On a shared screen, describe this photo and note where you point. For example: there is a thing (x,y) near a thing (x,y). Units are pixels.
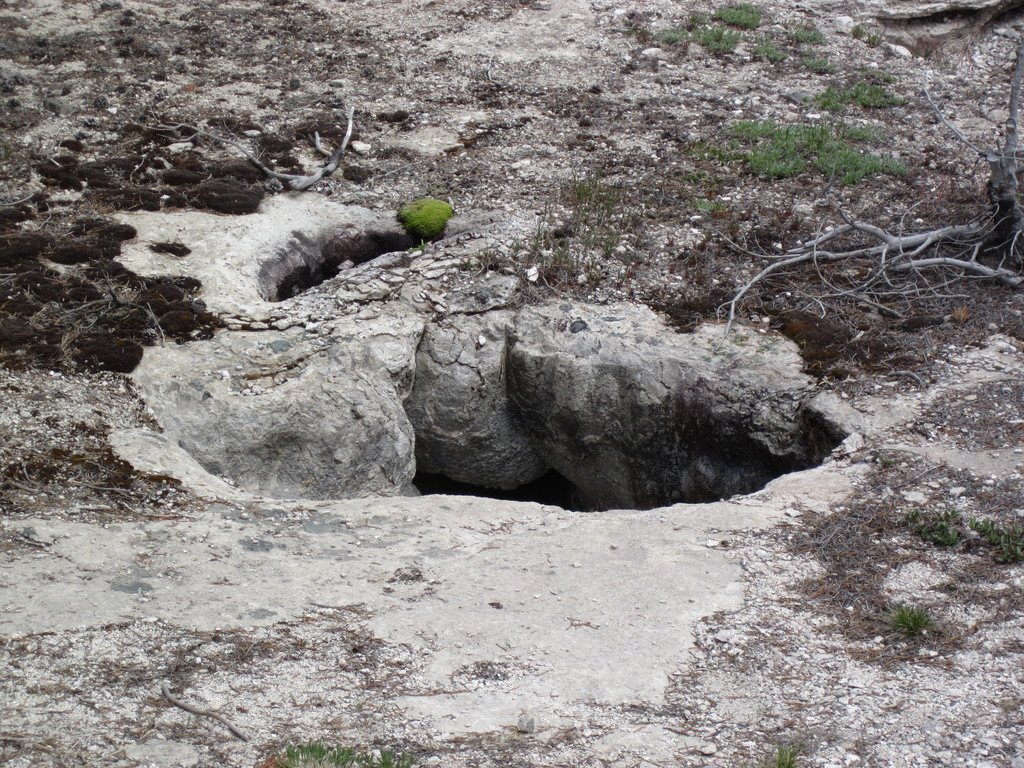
In this image we can see the pit (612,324). We can also see the grass (842,163) and also the stems (972,231).
